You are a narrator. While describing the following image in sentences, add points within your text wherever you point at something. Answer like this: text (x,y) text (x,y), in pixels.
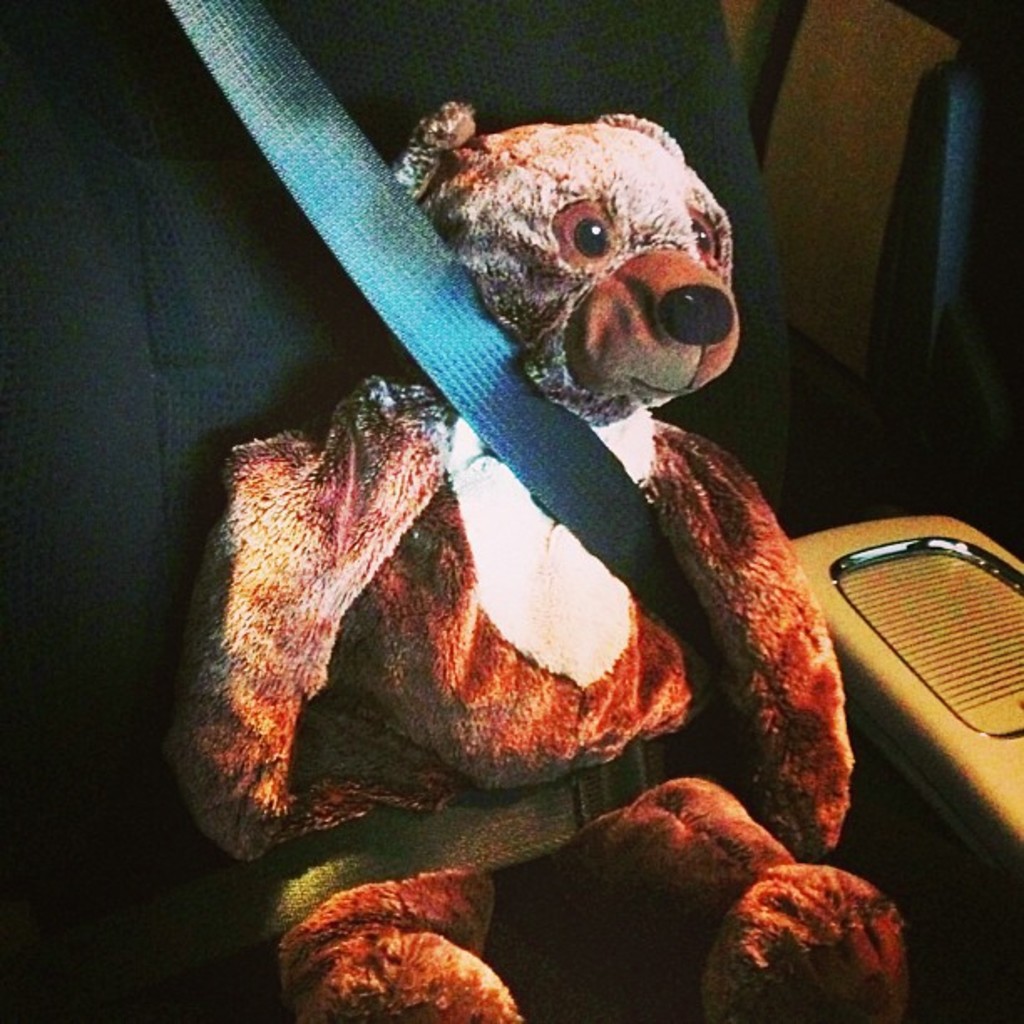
The picture is taken in a vehicle (830,560). In the picture there is a teddy bear (521,573) in a seat (190,288).
